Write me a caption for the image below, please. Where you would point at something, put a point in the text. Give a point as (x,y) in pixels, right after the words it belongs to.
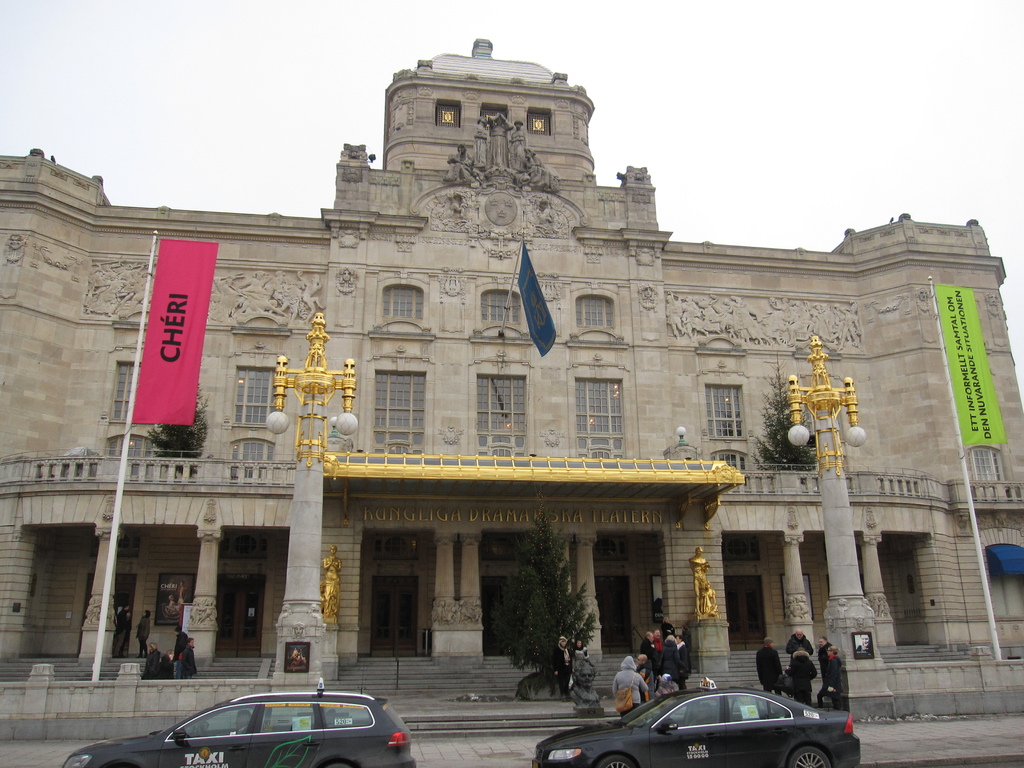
In this image, we can see a building (853,449), glass windows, pillars (876,602), statues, carvings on the walls (541,390). Here we can see few plants (180,433), railings (1023,496), flag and stairs (601,690). Top of the image (143,133), we can see the sky (789,219). At the bottom of the image (856,745), we can see two cars (796,766), walkway (968,732), few people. Here we can see banners (987,426), rods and lights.
